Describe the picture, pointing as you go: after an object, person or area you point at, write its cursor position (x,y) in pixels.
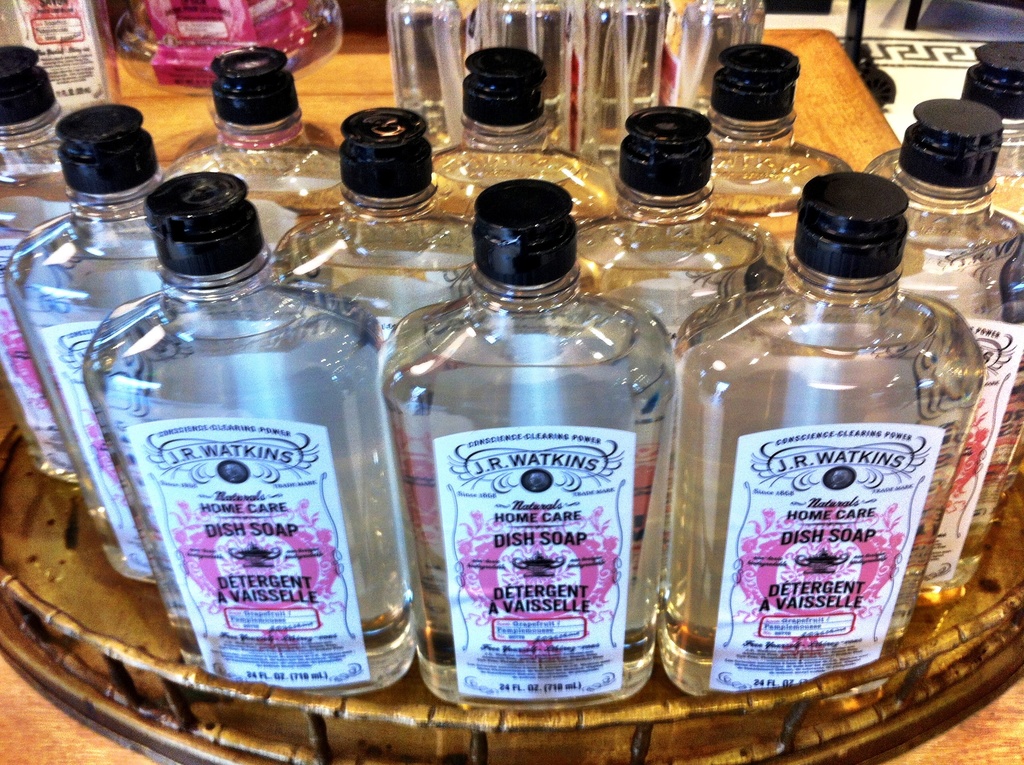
In this picture this is a wooden table (803,95) and on the table (803,84) there are bottles (552,356) on the bottles (195,267) there is a white color sticker (760,541) and it is written as a dish soap. Behind the bottles (204,372) there are some other items (63,77).
